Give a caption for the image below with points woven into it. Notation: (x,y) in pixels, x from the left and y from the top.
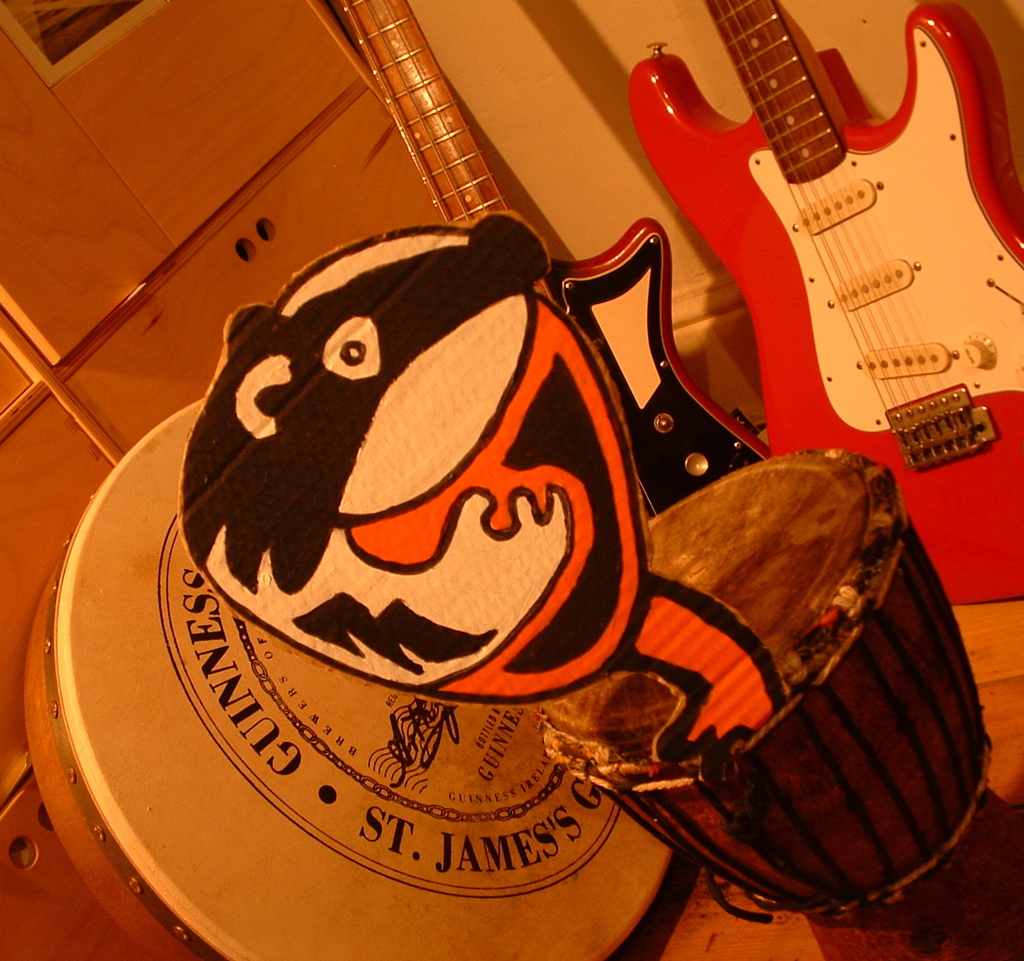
In this image I see 2 drums (39,706) and 2 guitars (992,57) which are leaned to the wall (994,21).
